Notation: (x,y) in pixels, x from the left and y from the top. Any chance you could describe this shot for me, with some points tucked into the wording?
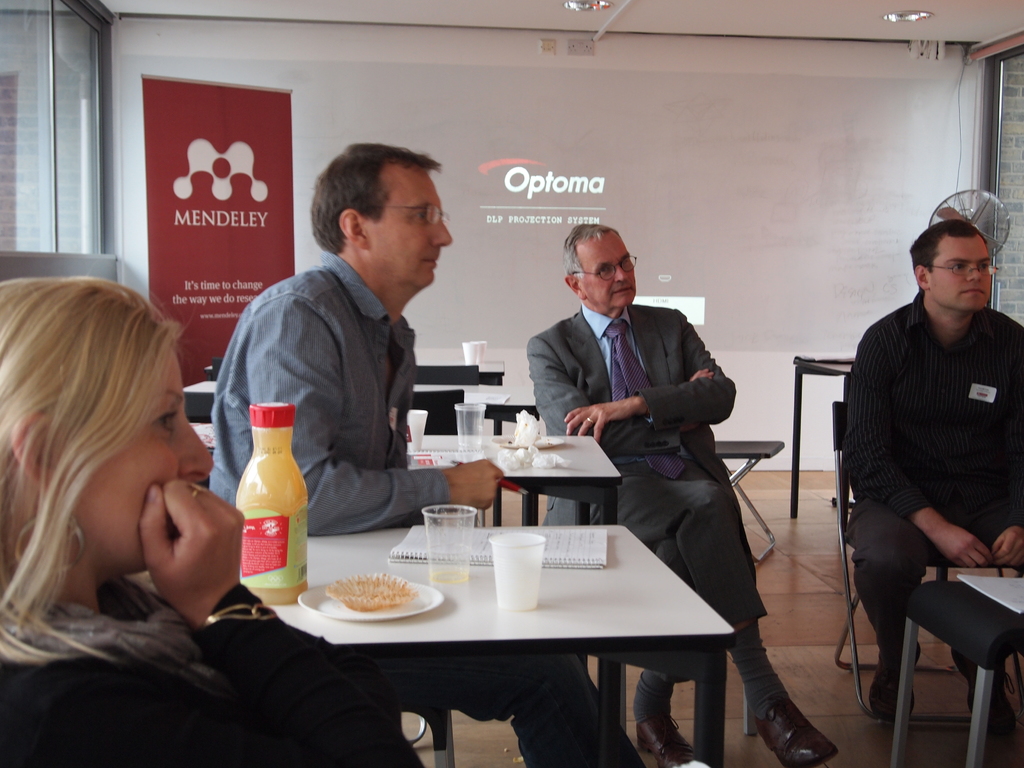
This may be a picture of a meeting. In the picture on the right (976,388) a man (940,431) in black dress (911,455) is seated in a chair (839,457). In center (672,418) a man (628,377) in suit (708,383) is sitting. In the left (165,586) a black dress woman (182,647) is there. On the center (378,376) left a man (387,367) is seated. In this room (374,486) there are many tables (611,606), cups (467,540), bottles (274,504), plates (336,609). On the top right (985,203) there is a fan (985,203). There are lights (906,21) to the ceiling (602,16). On the top left (39,121) there is window (33,103).
